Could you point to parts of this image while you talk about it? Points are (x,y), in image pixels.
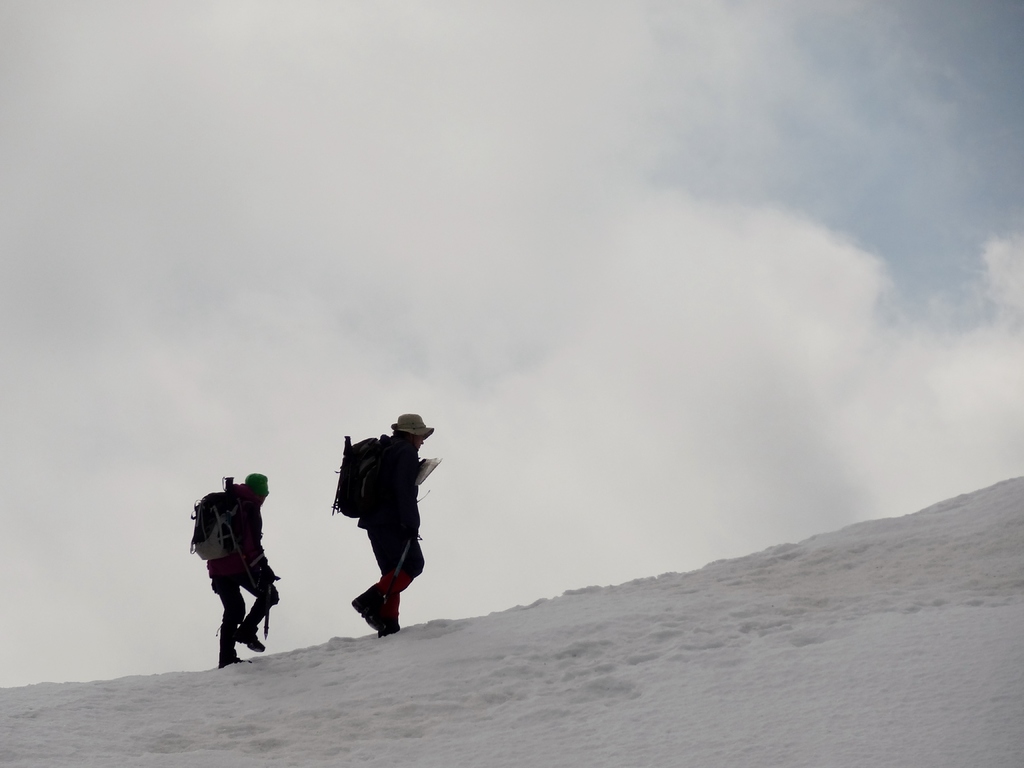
This is an outside view. On the left side (221,532) there are two persons (244,565) wearing bags (198,522), caps (433,430) on the heads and walking on the snow (514,653). At the top of the image (781,116) I can see the sky (510,191) and clouds (303,214).
